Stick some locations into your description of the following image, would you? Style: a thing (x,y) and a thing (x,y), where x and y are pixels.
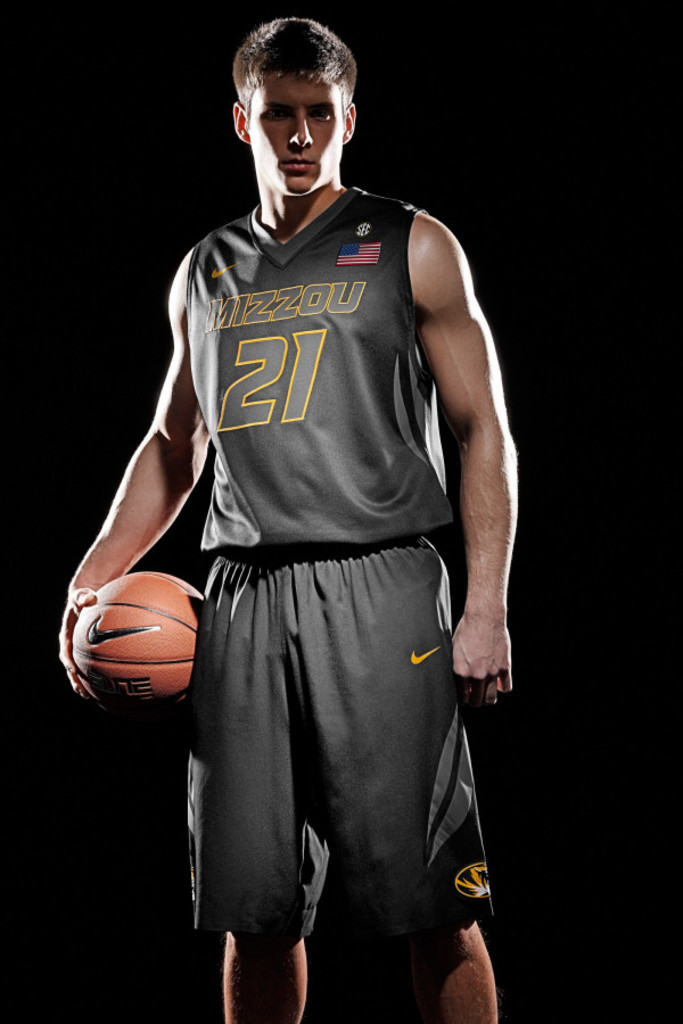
There is a man (210,762) holding a ball (167,602) in his hand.
